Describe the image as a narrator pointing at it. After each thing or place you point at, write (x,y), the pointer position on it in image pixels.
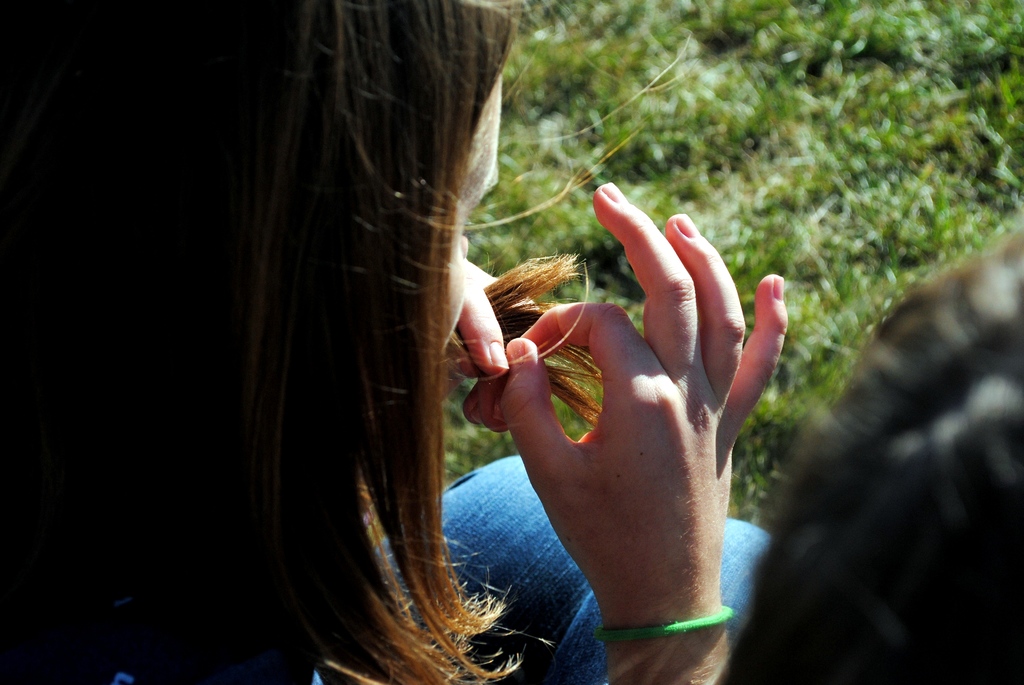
In this image there is a woman (384,335) who is holding her hair (509,306) with her hands (612,324). In front of her there is grass (794,140). On the right side (945,395) bottom there is another person (911,426).
